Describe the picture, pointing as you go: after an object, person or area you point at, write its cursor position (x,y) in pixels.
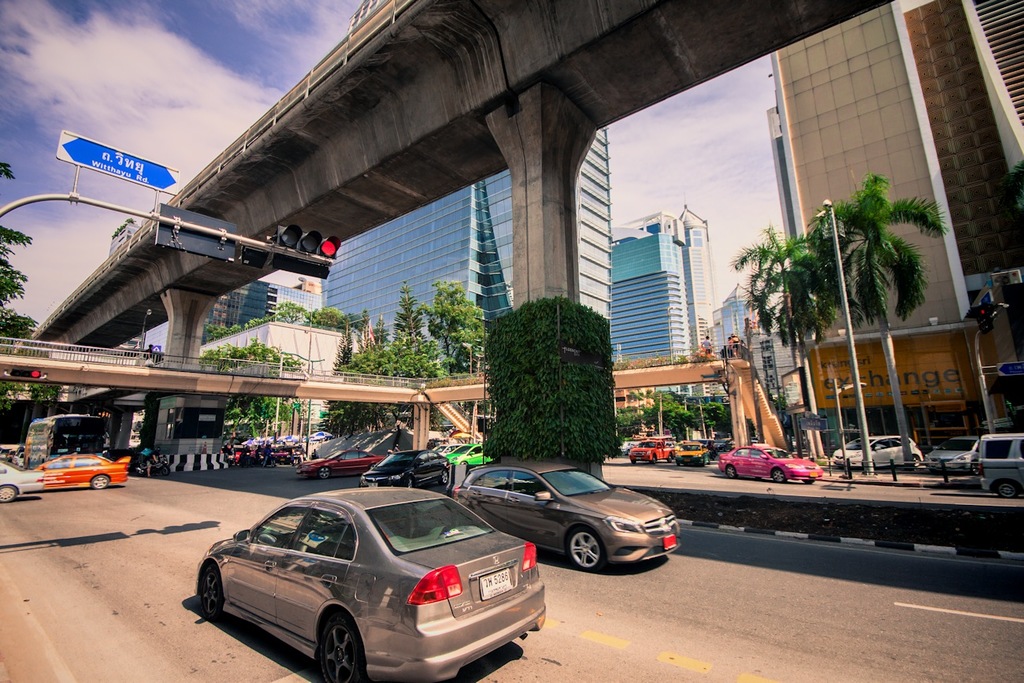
In this image in the center (647,446) there are vehicles (387,518) moving on the road (290,472) and there is a bridge (559,176) on the top (553,163) and there is a signal light (219,236) and on the right side (816,290) there are buildings (646,279), trees (769,326), poles (856,382) and the sky (209,129) is cloudy.
